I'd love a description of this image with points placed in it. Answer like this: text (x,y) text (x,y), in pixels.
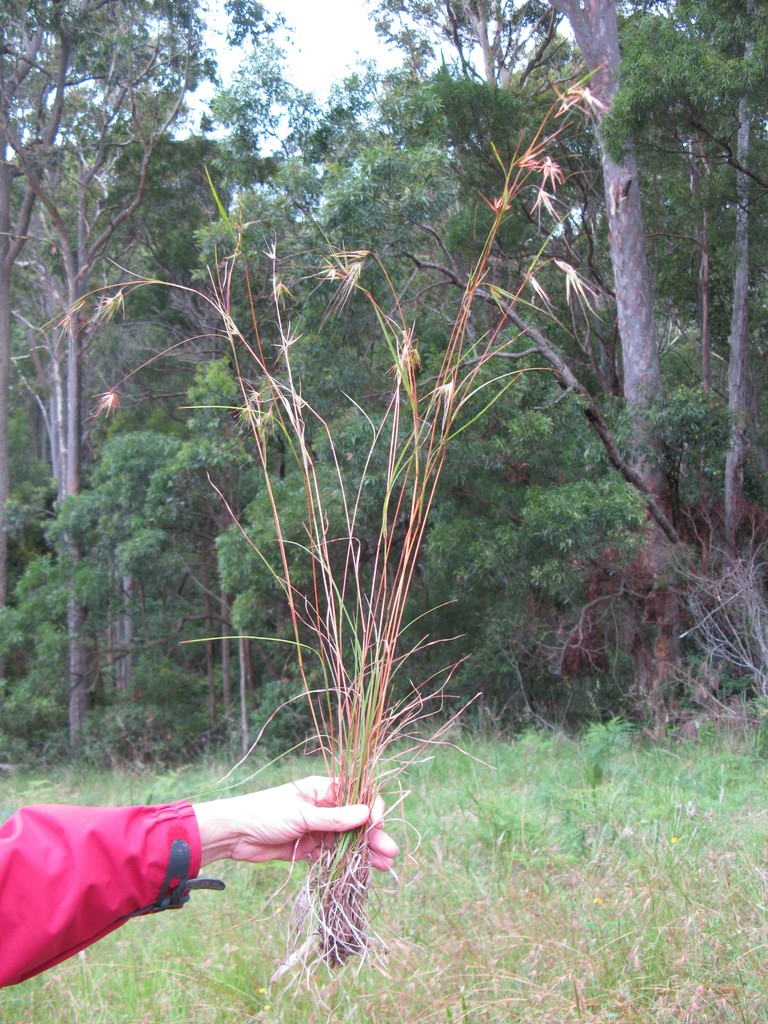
In this image we can see some person (86,829) holding the grass (388,646). In the background (371,556) we can see the trees (752,194), grass (668,968) and also the sky (405,22).
